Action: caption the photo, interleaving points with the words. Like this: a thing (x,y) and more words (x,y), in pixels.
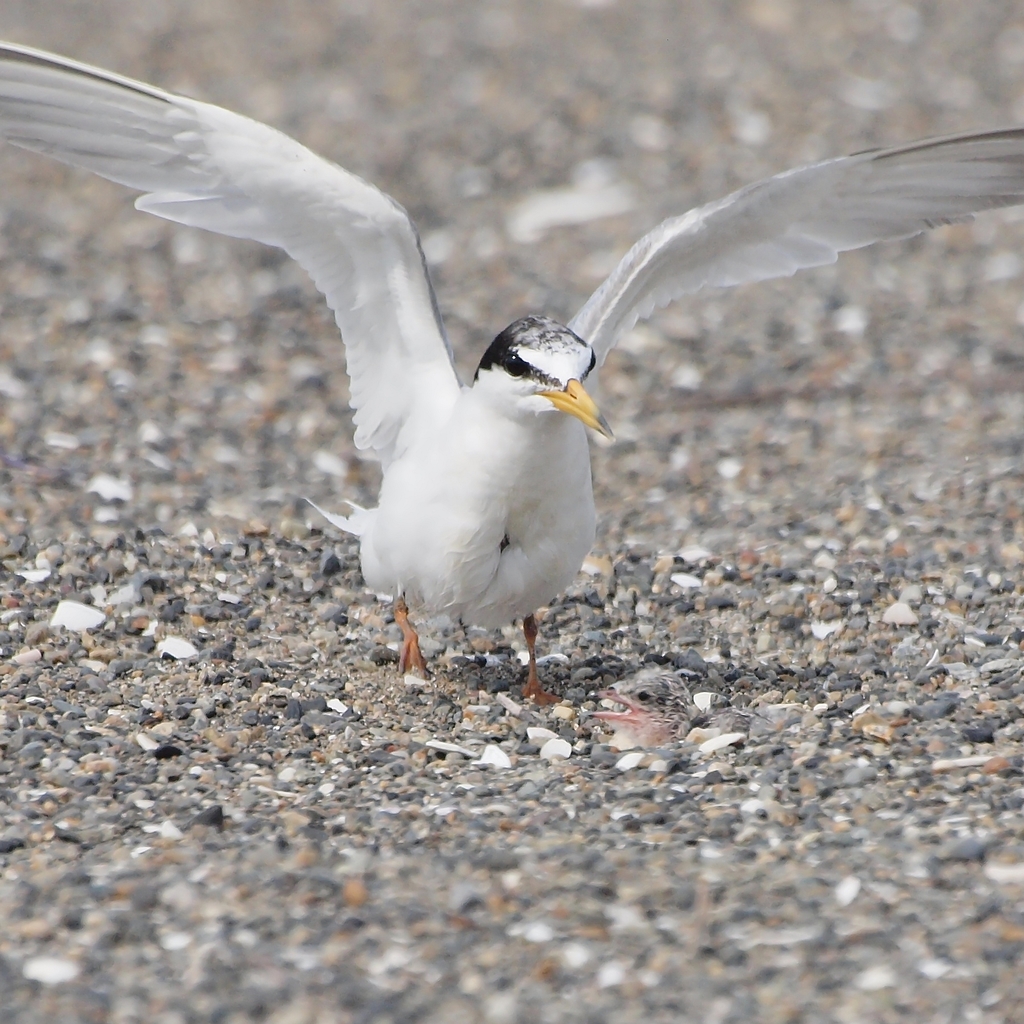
In the image there is a bird (457,595) on the stone surface (557,728).
